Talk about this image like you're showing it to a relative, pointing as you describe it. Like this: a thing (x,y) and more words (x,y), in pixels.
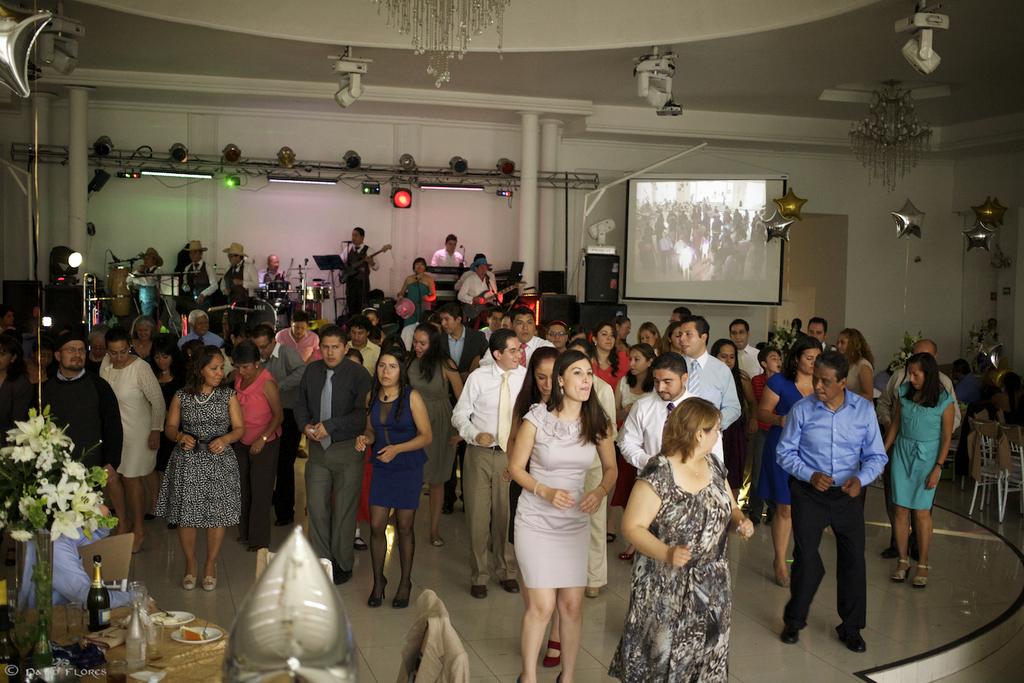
At the top (950,41) we can see ceiling (856,30), chandeliers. We can see screen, decorative star balloons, people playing instruments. We can see people (840,551) dancing on the floor (879,536). In the bottom left corner of the picture (140,640) we can see a flower vase (44,461), bottles (93,620), food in the plates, glass (74,621) is also visible on the table (59,616). On the right side of the picture (968,484) we can see chairs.
